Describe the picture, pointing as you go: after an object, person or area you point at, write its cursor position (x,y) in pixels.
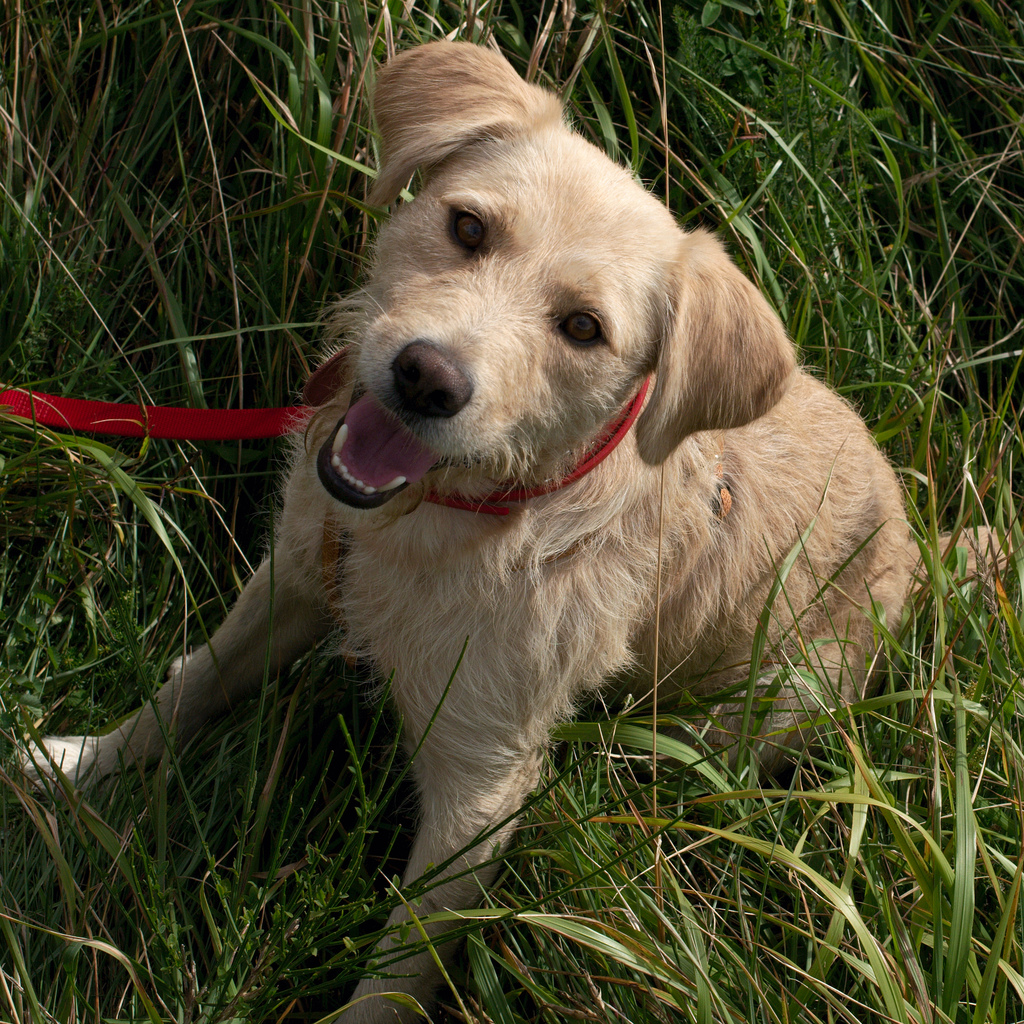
In this picture we can see a brown color dog (559,658) sitting on the grass (519,937) and looking into the camera.
